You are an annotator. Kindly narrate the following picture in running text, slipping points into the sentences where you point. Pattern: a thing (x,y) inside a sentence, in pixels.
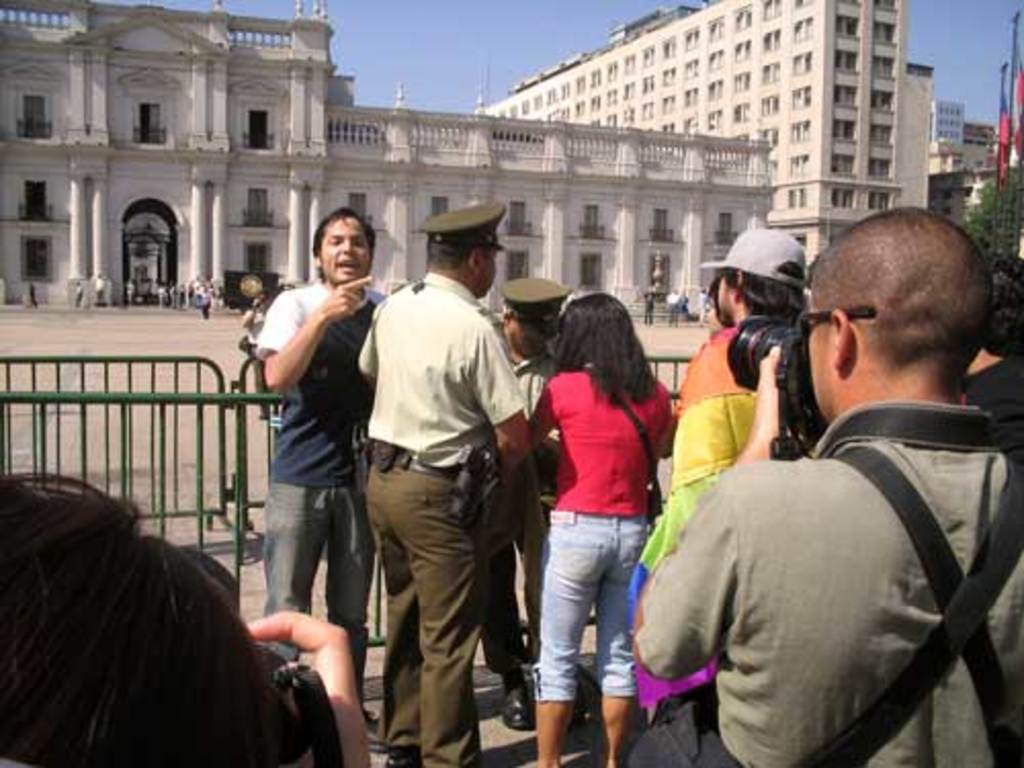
In the center of the image (489,275) a group of people (392,387) are standing. At the bottom left (121,670) and right side of the image (836,598) two persons (830,619) are holding a camera (800,424) on their hands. In the background of the image (445,193) we can see buildings (637,158) are there. In the middle of the image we can see ground (131,325) and barricade (164,455) are present. On the right side of the image (1007,237) tree (1001,194) and flags (1017,111) are there. At the top of the image (416,47) sky (524,73) is present.
